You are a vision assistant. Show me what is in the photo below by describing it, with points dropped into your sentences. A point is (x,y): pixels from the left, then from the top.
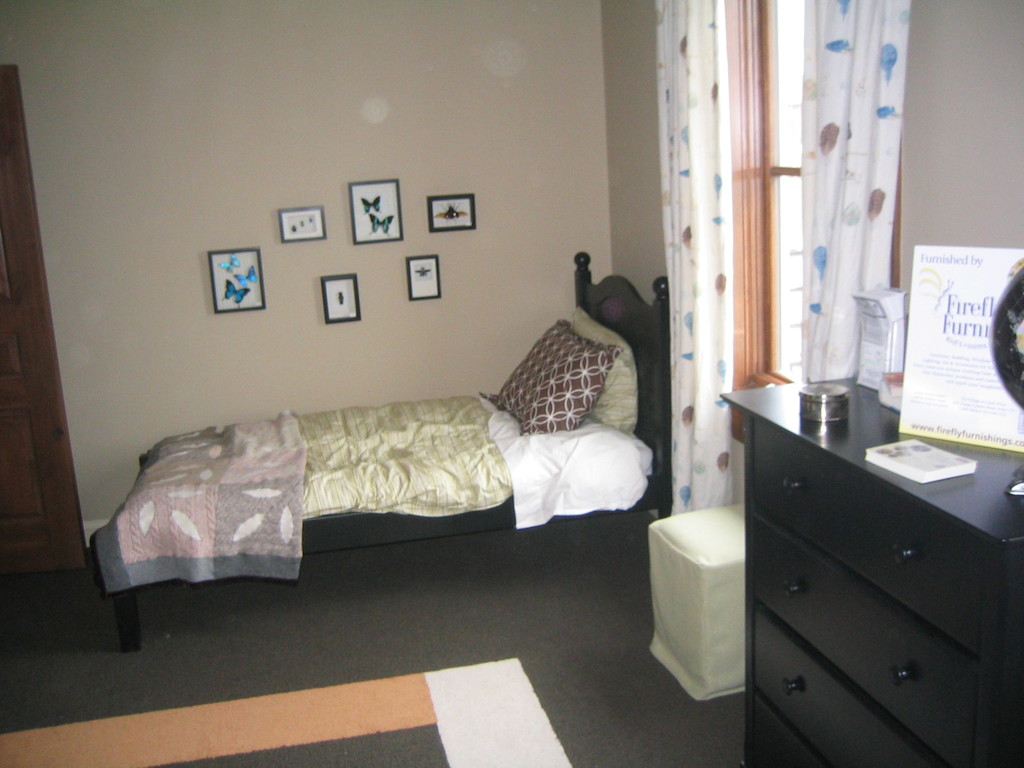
On the bed (391,471) there is cloth (372,467), these are photo frames (358,230), this is window (774,214) which are having curtains (837,246), that are drawers (862,483) on the drawers (862,483) there is box (823,413) small book (934,459) and in background (508,112) there is wall (85,437).
